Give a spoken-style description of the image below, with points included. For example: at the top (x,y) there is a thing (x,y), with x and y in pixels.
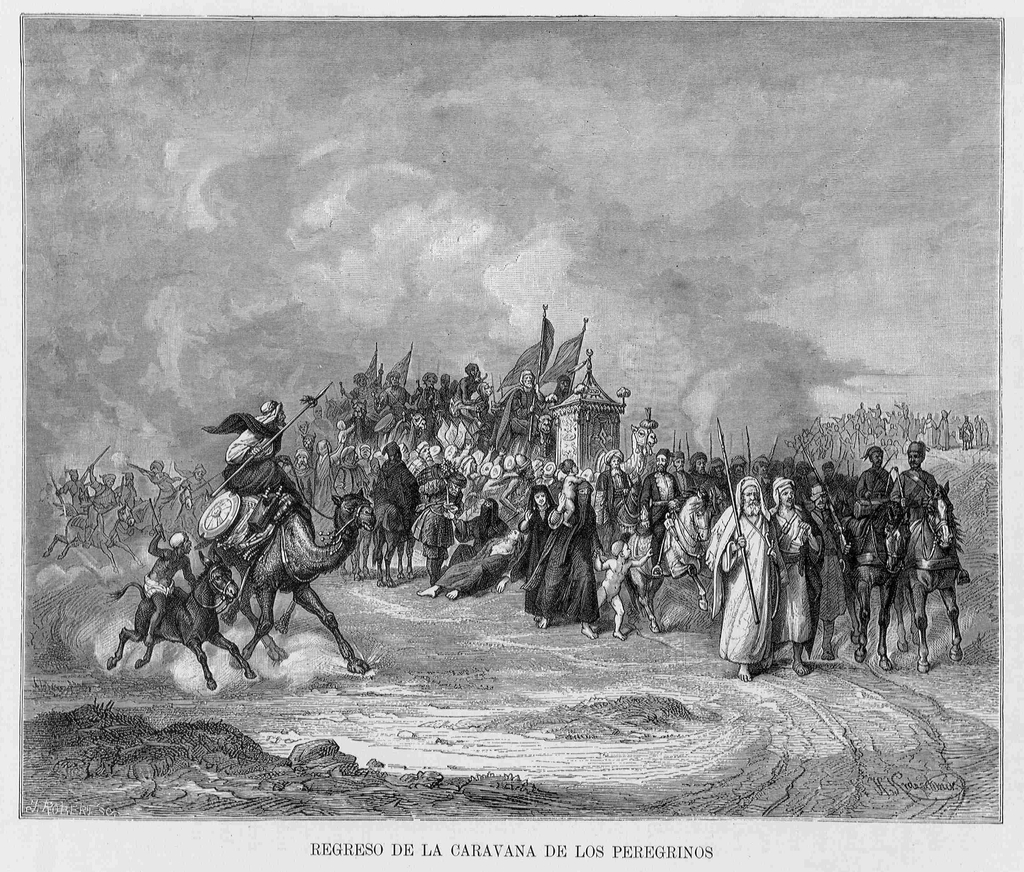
In this picture, we can see an image of a few people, we can see some animals (857,589), some objects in people's hand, and we can see the ground (897,697), sky (581,236) and some label (426,853) in the bottom of an image (316,845).
